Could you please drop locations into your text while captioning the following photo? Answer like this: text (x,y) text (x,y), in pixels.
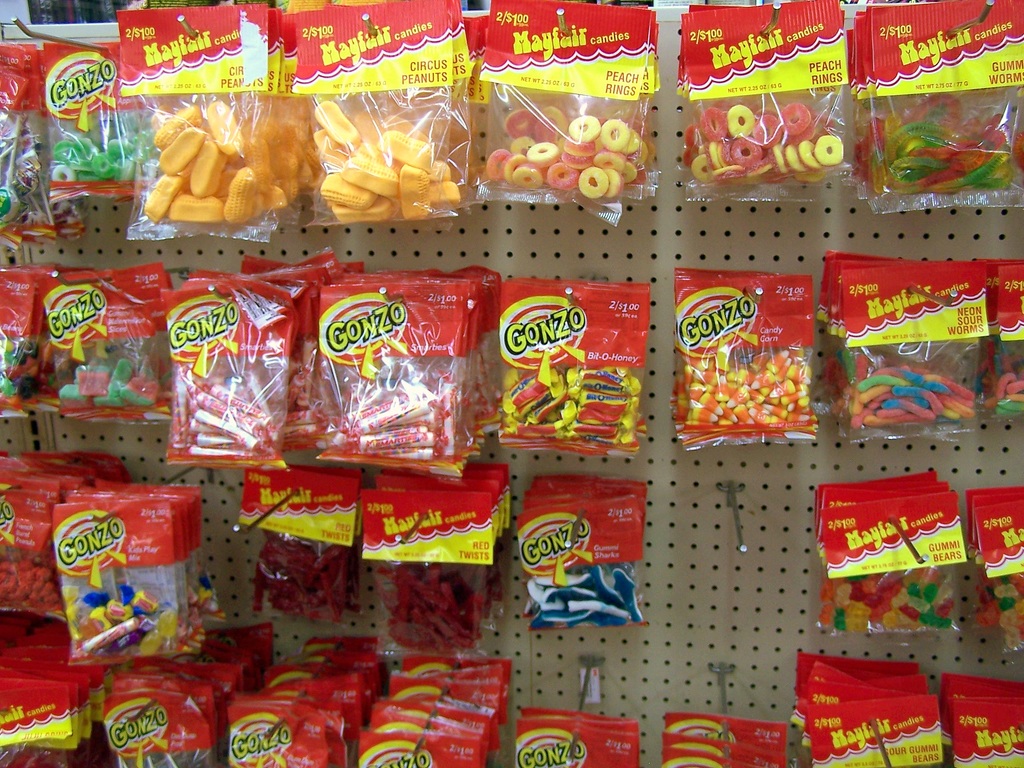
This image consists of many packets (248,222) of candies (470,568) which are hanged to a board (763,582).
